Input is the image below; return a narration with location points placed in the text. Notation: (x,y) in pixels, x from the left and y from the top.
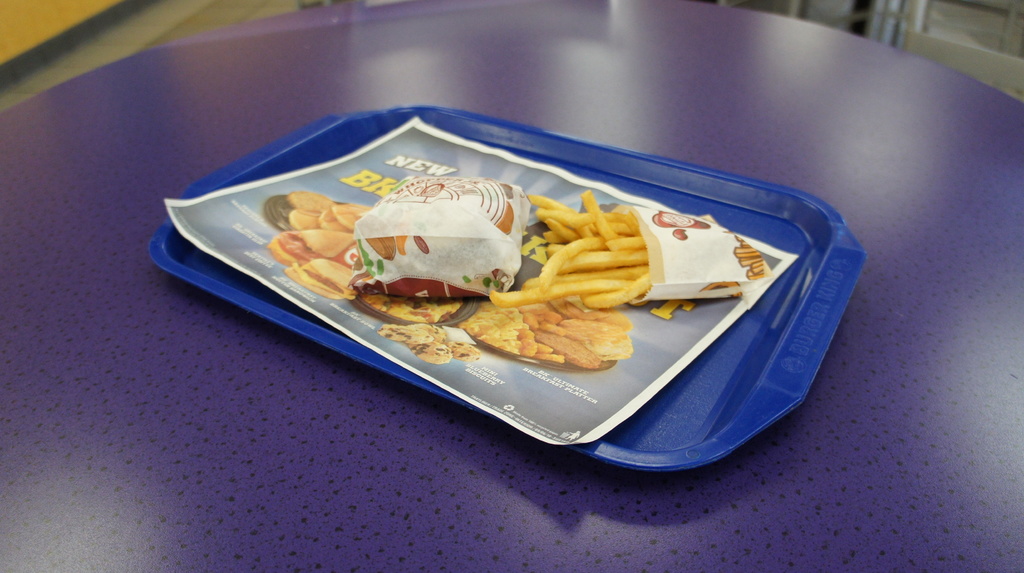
In this image we can see a table (465,427), on the table (293,393), we can see a plate (414,376) with some food (576,273) and also we can see a poster (594,376) with some text (542,431) and images (572,346).
